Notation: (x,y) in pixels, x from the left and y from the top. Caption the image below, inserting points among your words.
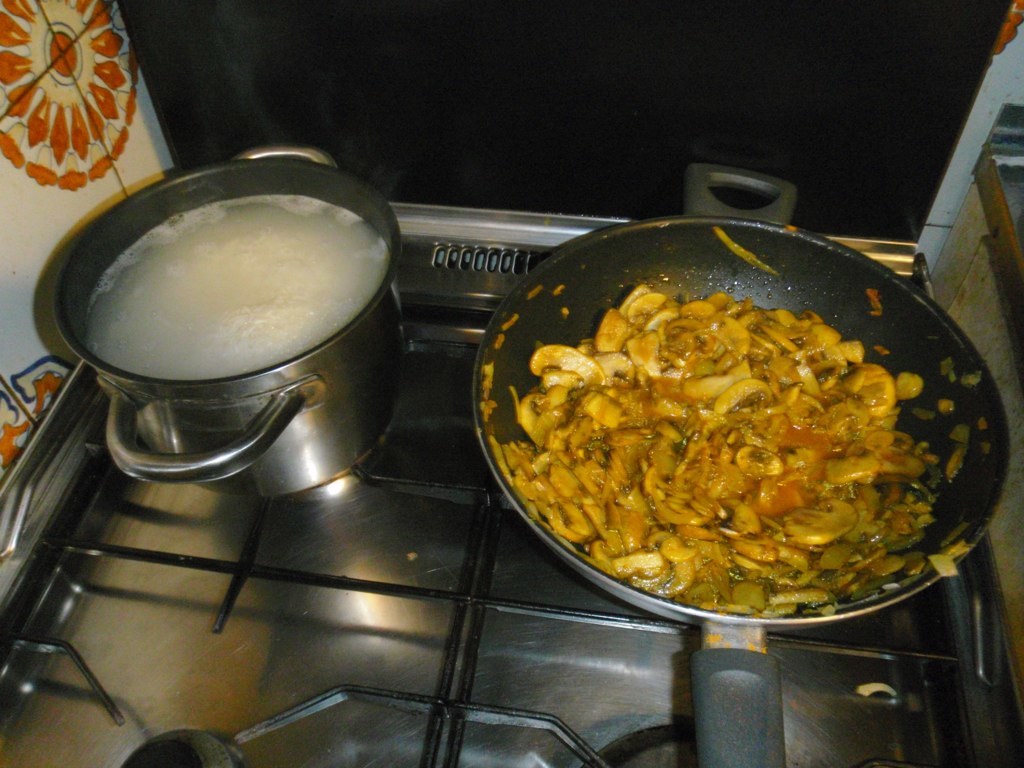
In this picture I can see the stove (412,369). I can see the food items (571,347) in the bowls (523,346).
